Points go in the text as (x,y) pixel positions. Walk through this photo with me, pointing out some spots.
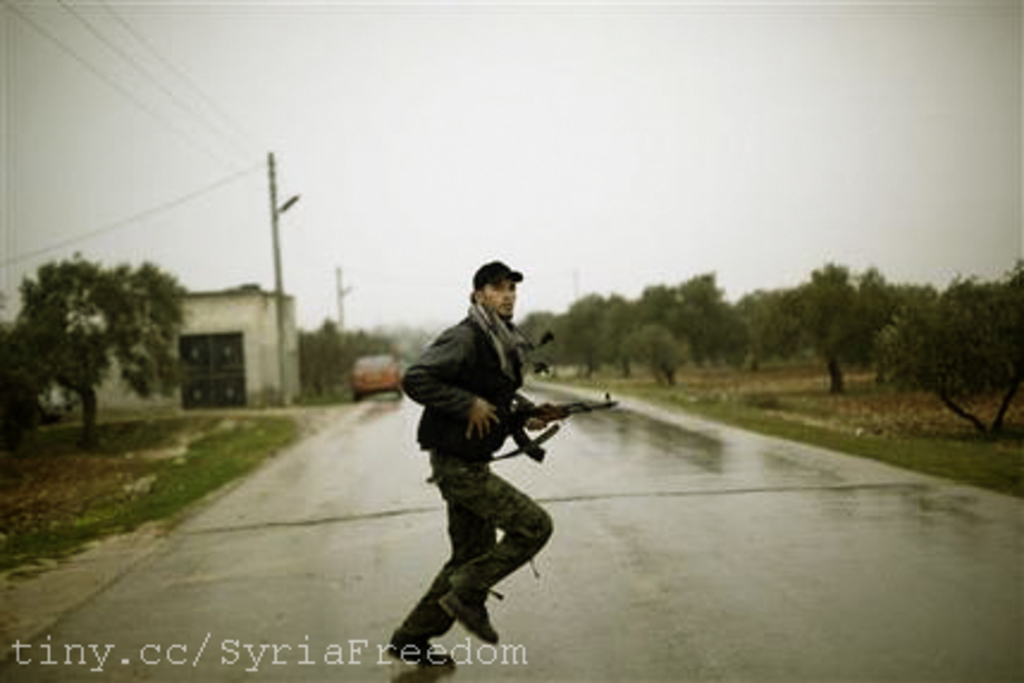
In the center of the image (525,343) we can see a man (520,366) wearing the cap (513,272) and holding the gun (550,406) and running. In the background (344,371) we can see the house (256,373), car (370,366), electrical poles (279,299) with wires (184,100) and also trees (949,290) and grass (156,501). We can also see the wet road (650,463). In the bottom left corner (226,664) we can see the text (380,663) and we can see the sky (416,148) in the background (658,84).
